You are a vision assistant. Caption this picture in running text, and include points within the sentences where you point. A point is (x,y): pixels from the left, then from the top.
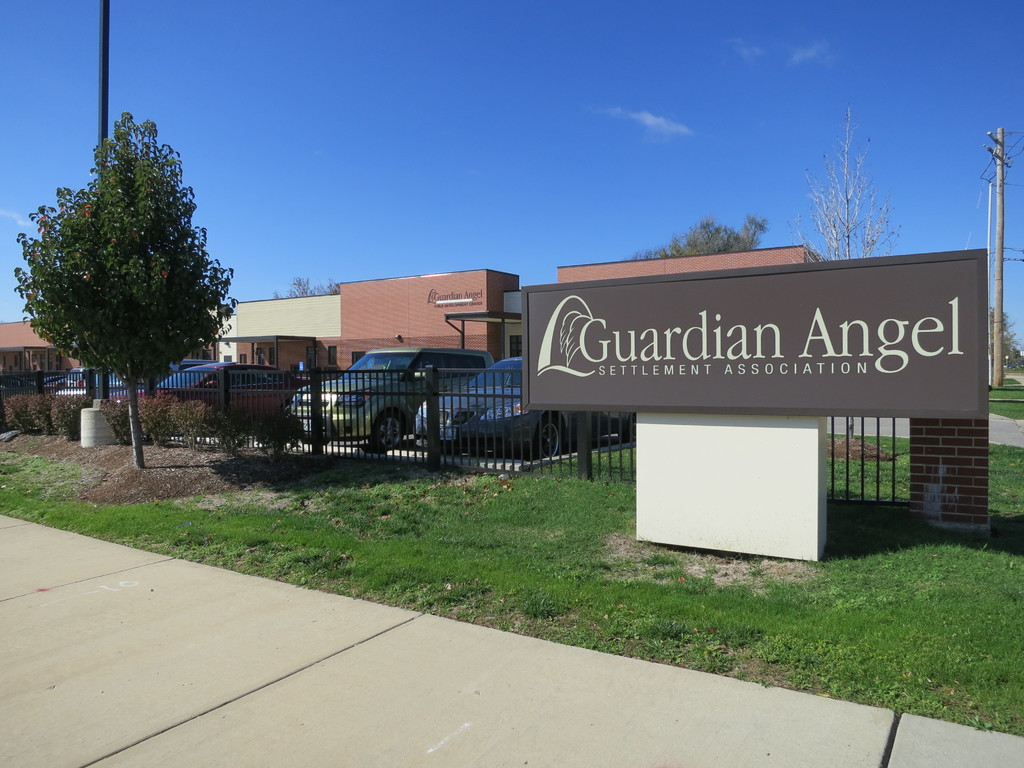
In this image, we can see a name board (790,369), brick walls (957,447), grills (609,416), vehicles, plants (31,429), trees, poles (997,342), grass (964,566), houses (50,364) and wires (1021,258). At the bottom (564,688), there is a walkway (302,710). Background (888,23) we can see the sky (422,151).
